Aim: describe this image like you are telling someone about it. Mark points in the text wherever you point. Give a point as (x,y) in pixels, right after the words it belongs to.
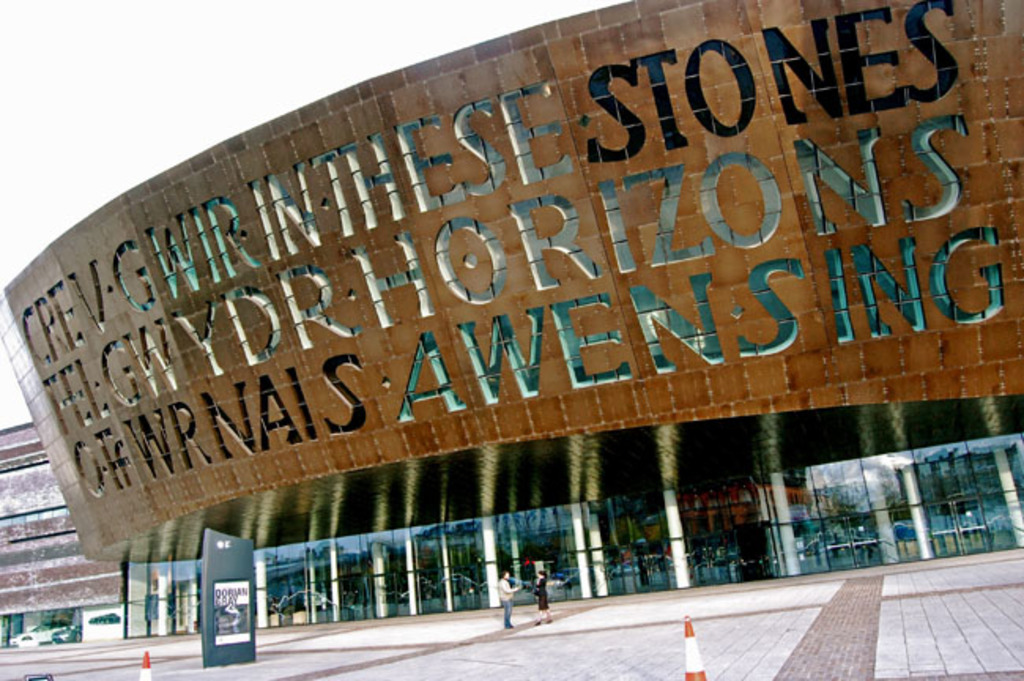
In this picture we can observe a building (306,265) on which some words (165,273) were carved here. The building (385,341) is in brown color. In front of the building (628,340) there is a path (422,638) in which two members (546,603) were standing. We can observe traffic cones (693,655).
